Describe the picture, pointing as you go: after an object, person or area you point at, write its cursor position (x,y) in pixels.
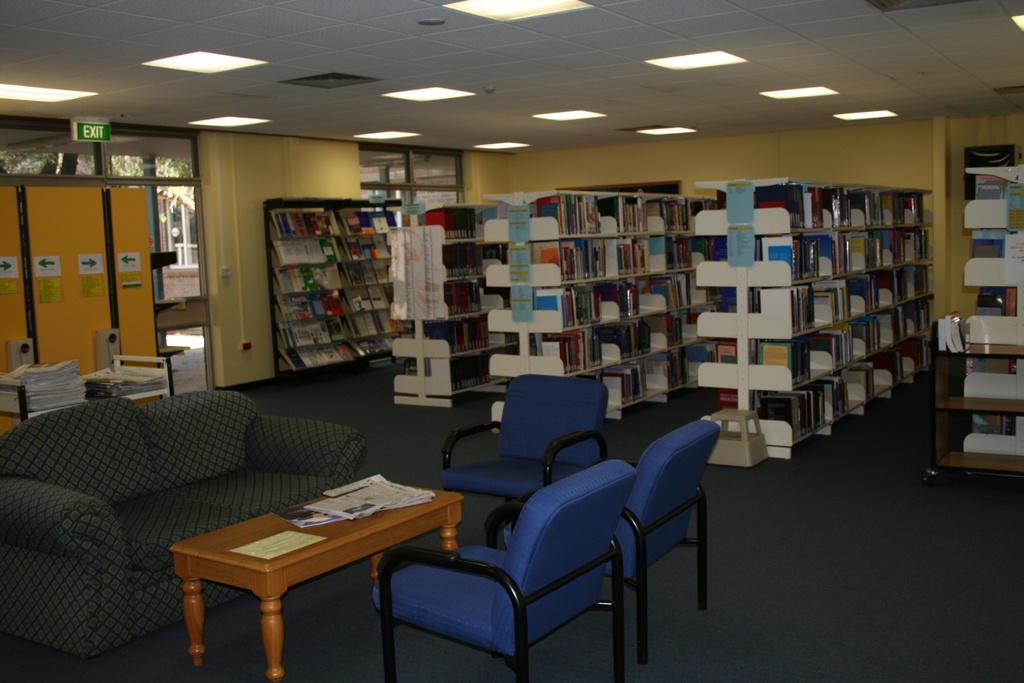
This is a ceiling (496,81) and lights (709,62). Here we can see door (182,236), exit board (77,133). These are cupboards (93,309). This is a library (468,265). And we can see all the books (305,270) arranged in a sequence manner in a rack (947,386). Here we can see sofa (295,462) and chairs (567,503). This is a table (273,603) and on the table (280,572) we can see papers (408,494). This is a floor (798,593).
